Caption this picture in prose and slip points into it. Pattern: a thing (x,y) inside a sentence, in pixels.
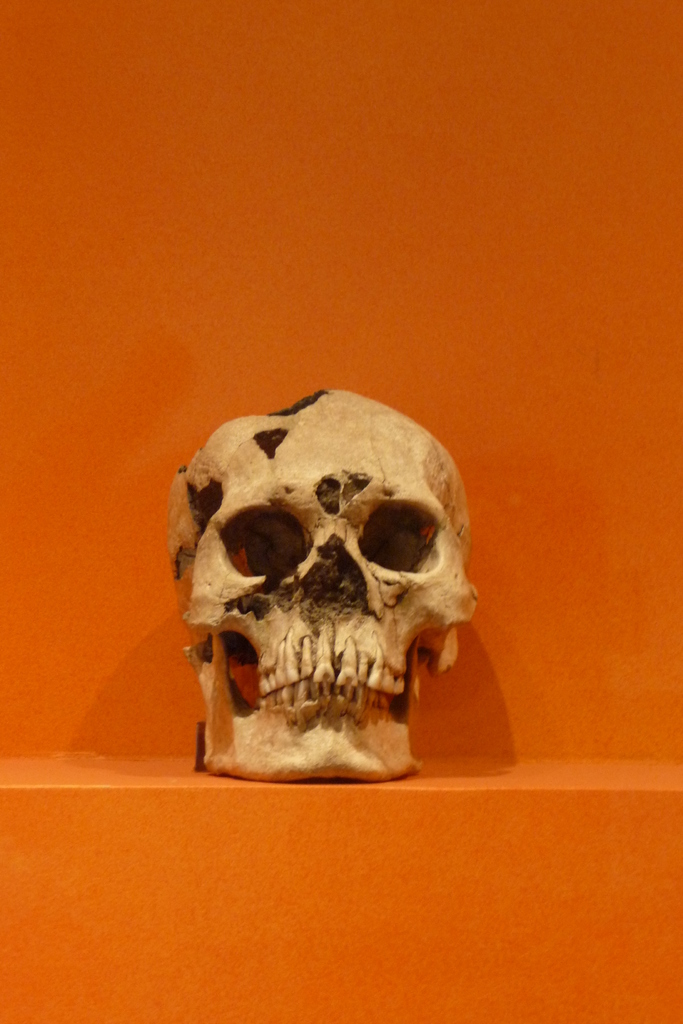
In this image, we can see a skull (370,677) on the orange surface (389,806). Background (653,198) we can see orange color wall (39,657).
